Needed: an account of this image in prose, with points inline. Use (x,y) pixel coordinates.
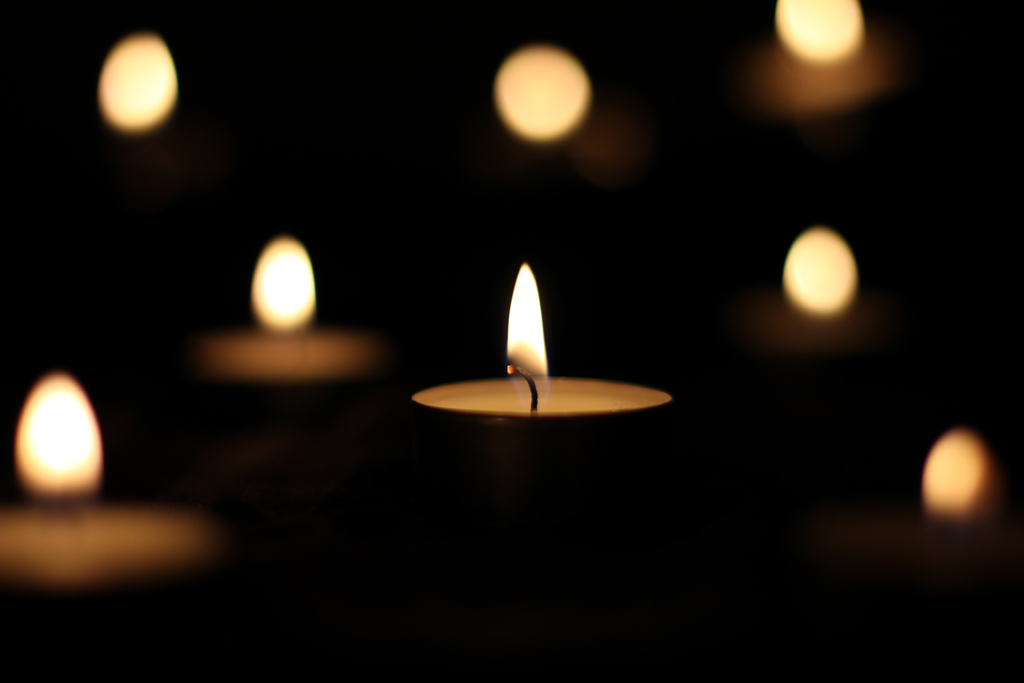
In the image there are many lamps (556,59) but only one lamp (452,415) is highlighted among them.
